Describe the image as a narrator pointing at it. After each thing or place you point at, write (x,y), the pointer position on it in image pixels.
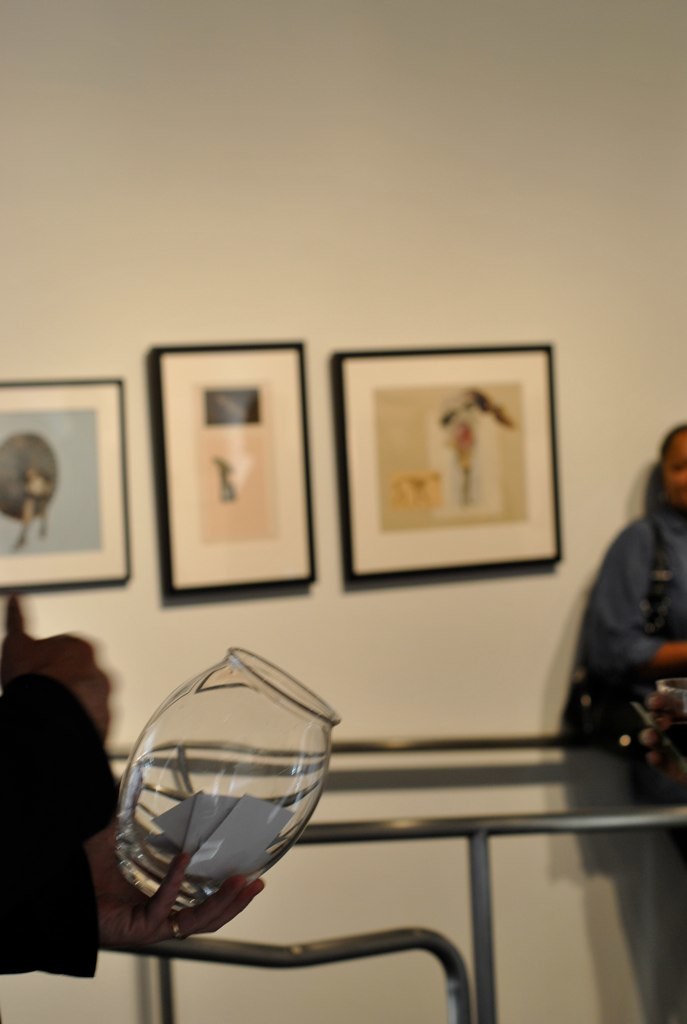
In this picture there is a person (33,645) holding the object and there are papers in the object (190,760). At the back (220,944) there is a railing (425,943) and there is a person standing behind the railing (436,938) and there are frames (468,532) on the wall (660,439). On the right side of the image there is a person (606,705) holding the glass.
